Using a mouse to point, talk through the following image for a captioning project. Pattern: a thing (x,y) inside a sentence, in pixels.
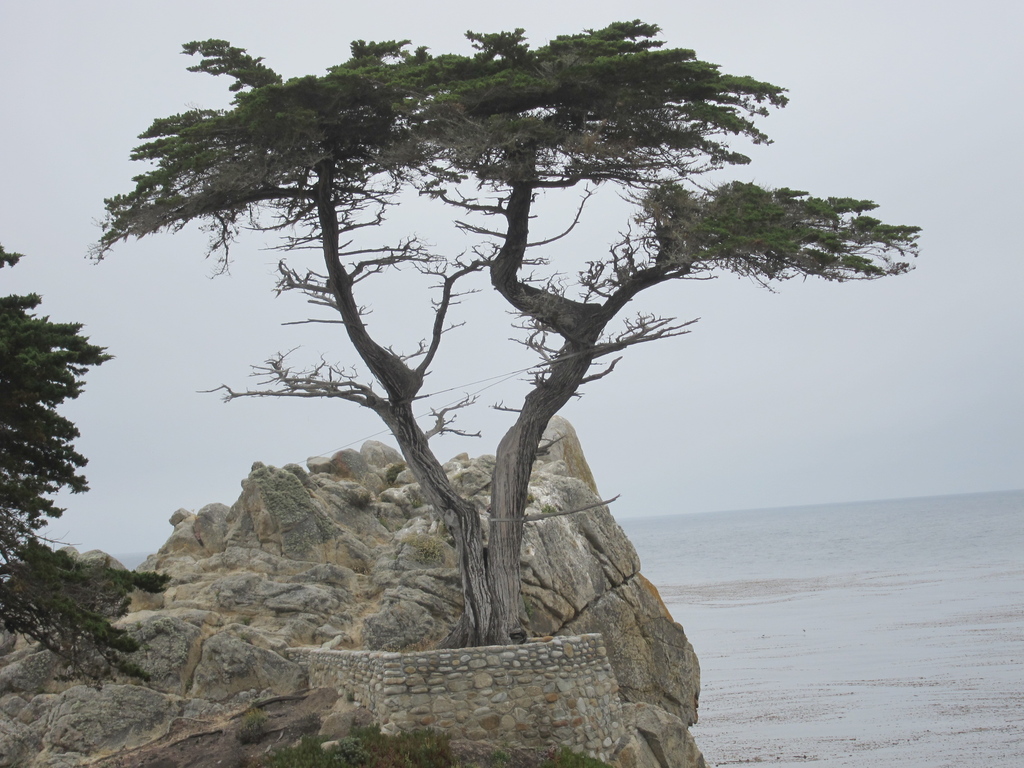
In the picture I can see the water (734,560) on the right side (902,544). I can see the rock (548,471) and trees (522,464). There are clouds (629,396) in the sky (884,127).
